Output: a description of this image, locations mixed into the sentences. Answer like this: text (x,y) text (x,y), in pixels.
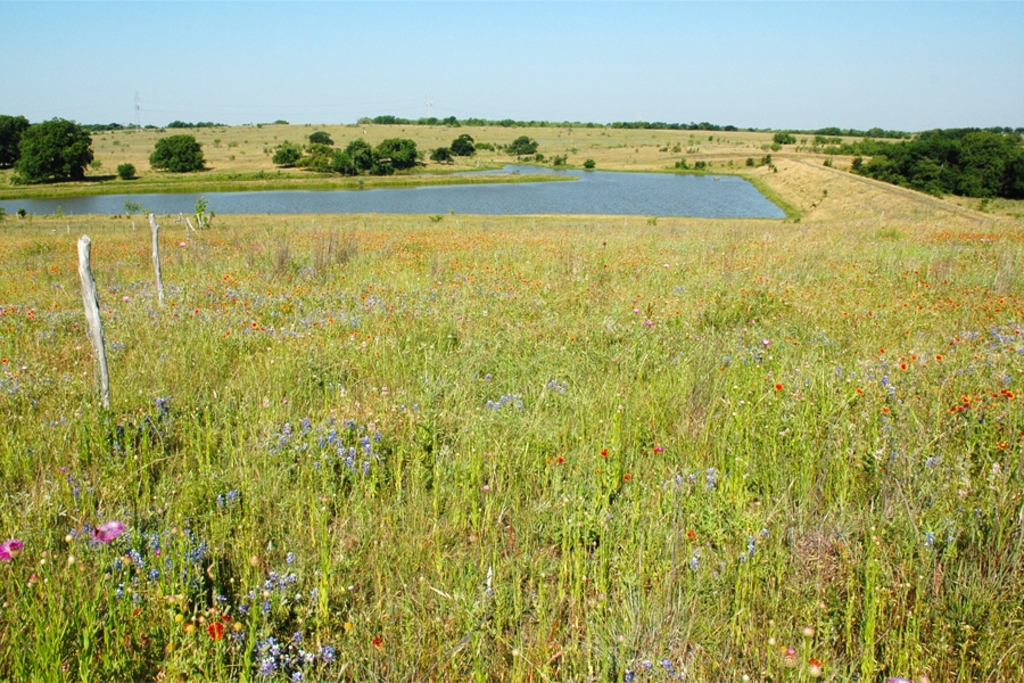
In this picture I can observe plants (285,465) on the ground (496,407). In the middle of the picture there are trees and a pond (437,194). In the background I can observe sky (480,76).
